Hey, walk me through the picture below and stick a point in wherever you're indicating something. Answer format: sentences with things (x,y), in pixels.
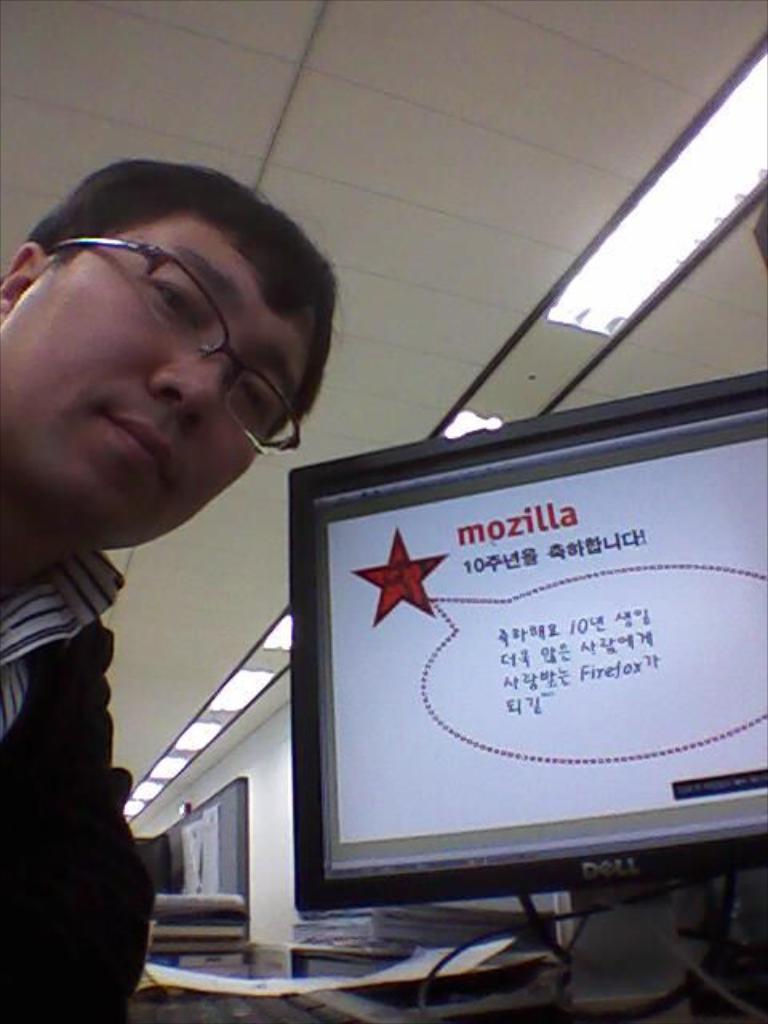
In this image there is a man (127,482) on the left side (73,563) and there is a desktop (545,642) beside him. At the top (503,174) there is ceiling (469,216) with the lights (692,181).
